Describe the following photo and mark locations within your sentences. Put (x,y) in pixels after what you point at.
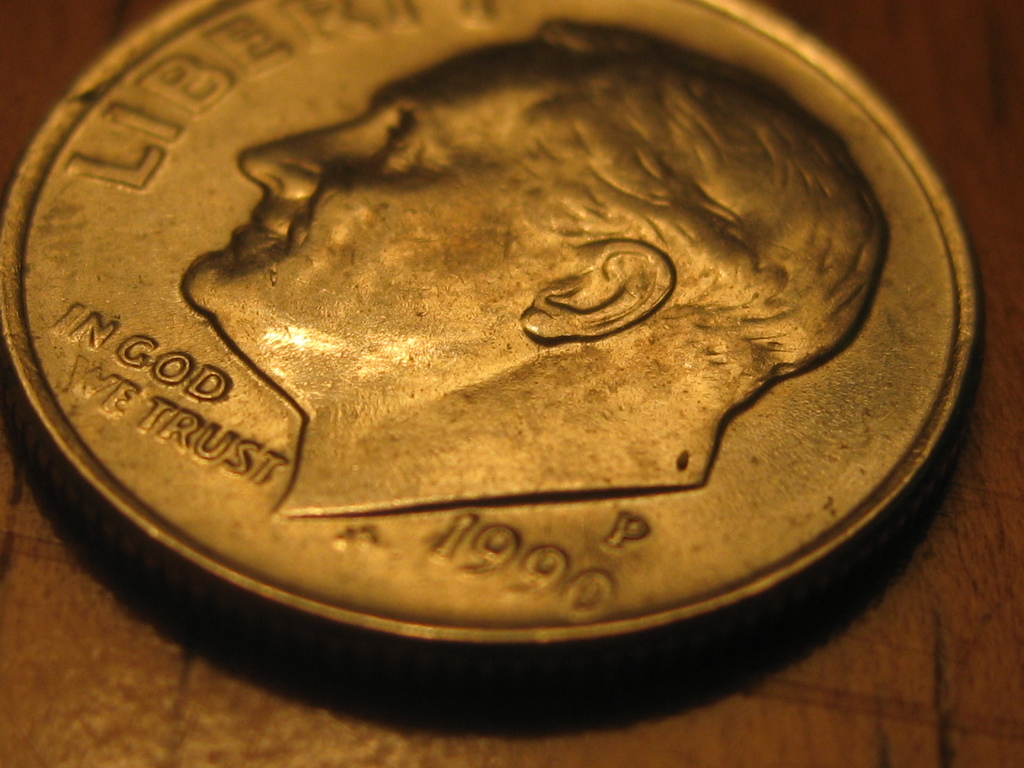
In this image, we can see a coin (416,448) is placed on the wooden surface (880,679). On the coin (641,328), we can see some text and human figure (628,315).
